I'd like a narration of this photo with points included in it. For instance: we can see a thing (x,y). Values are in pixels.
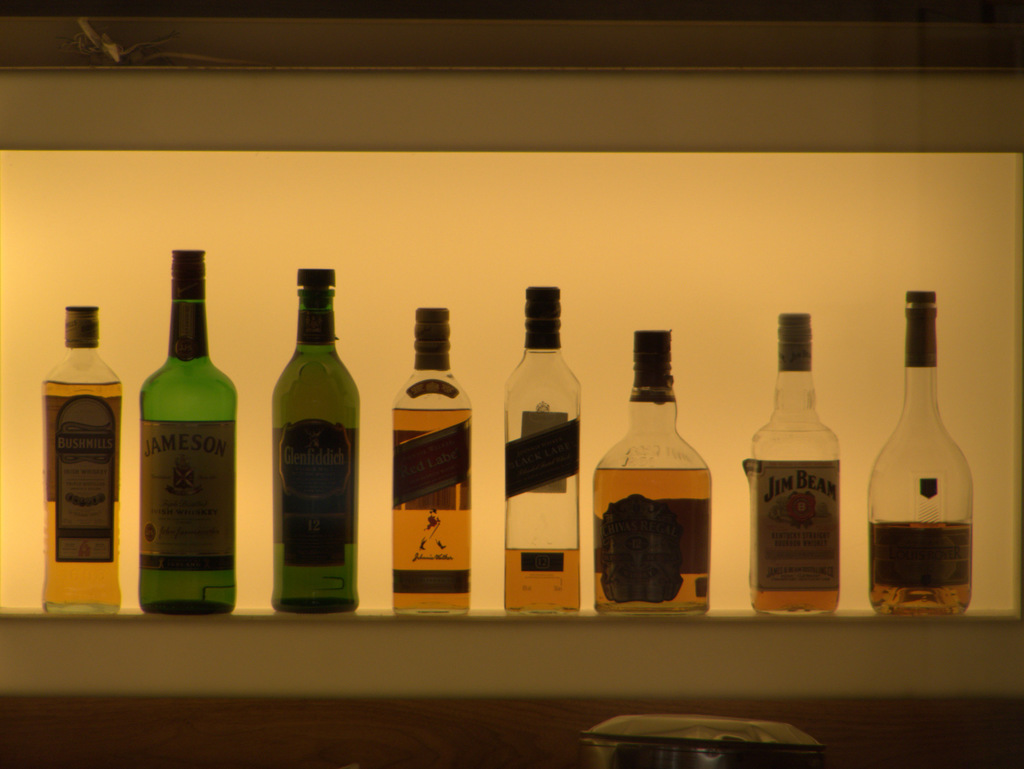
In this image i can see different type of bottles (213,408).
